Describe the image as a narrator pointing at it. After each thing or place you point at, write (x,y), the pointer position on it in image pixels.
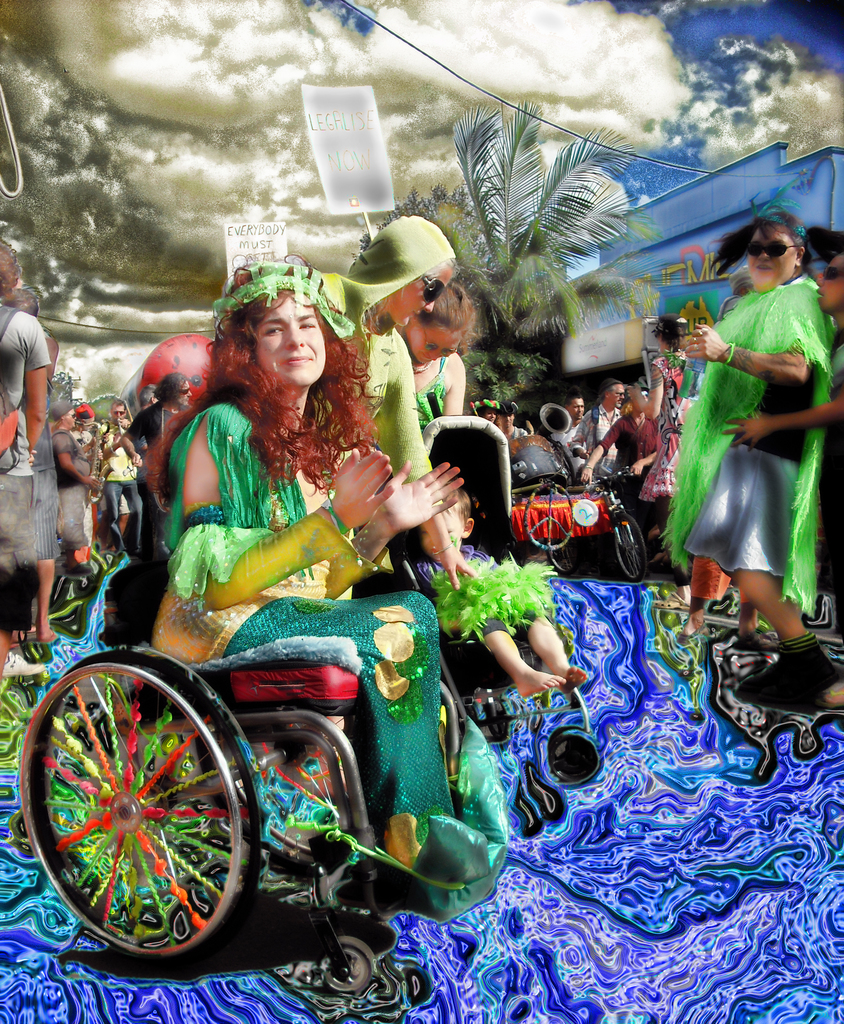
In this image we can see there is a painting (616,645), there is a woman (360,554) sitting on a wheel chair (121,892), there are a group of people (764,288) standing, there are trees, the sky (65,240) is cloudy.
